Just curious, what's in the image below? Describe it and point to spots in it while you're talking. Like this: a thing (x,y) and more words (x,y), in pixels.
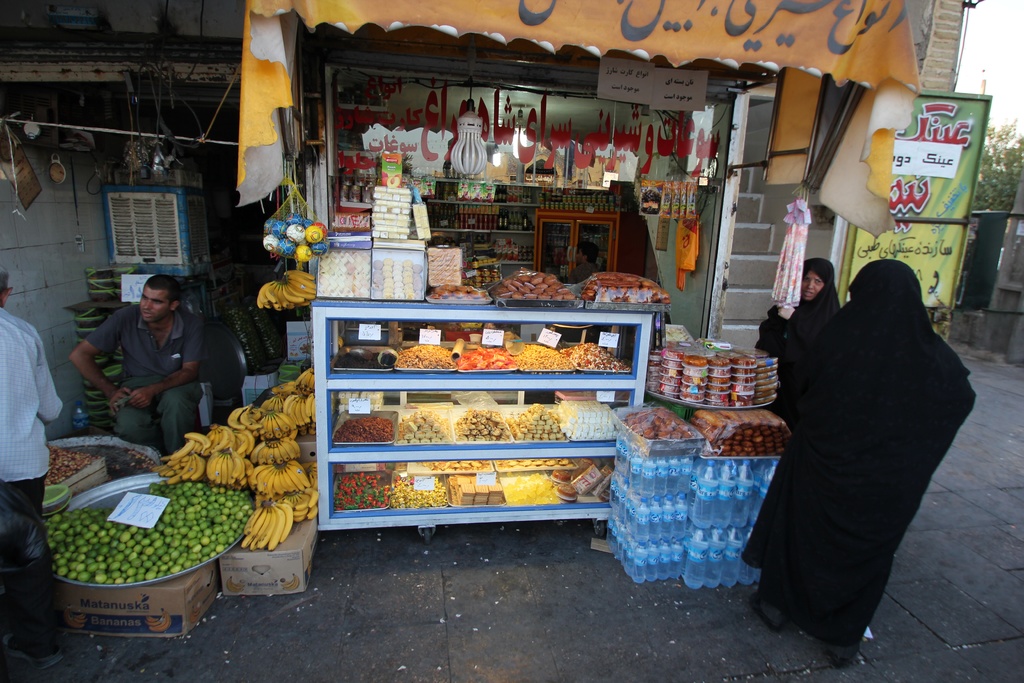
In this image there are two women's (839,391) standing at right side of this image (826,388) in black color dress (782,473) and there are two persons (175,353) at left side of this image (135,433) and there is a bundle (622,526) of bottles (685,519) at right side of this image (691,531) and there is a shop (355,225) in middle of this image (405,339) and there is a cooler (176,210) at top left side of this image (145,191) and there are some fruits (185,497) at left side of this image (205,484) and there is a lamp (467,123) at top of the image (467,123) which is in white color and there is a board (533,40) at top of the image (645,56) which is in yellow color with black color text (735,25).
